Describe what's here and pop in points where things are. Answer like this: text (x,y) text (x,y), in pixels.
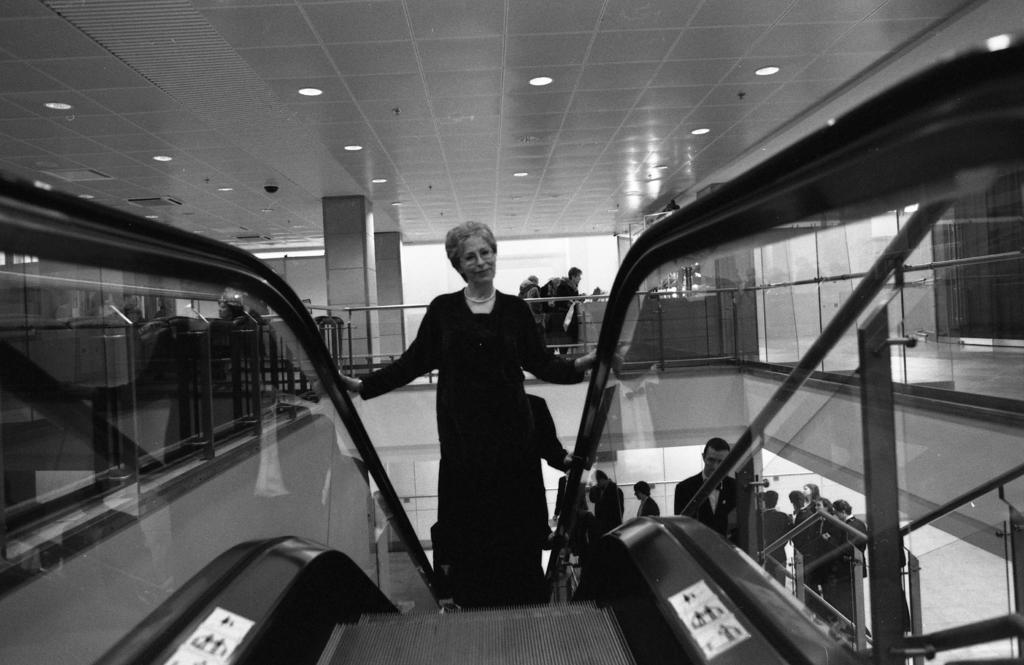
In this picture I can see a woman (536,578) standing on the escalator (591,419). In the background (553,304) there are few persons (561,294), at the top (524,172) there are ceiling lights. On the right side (806,514) there is a staircase (746,473), beside it few people (820,523) are standing.
